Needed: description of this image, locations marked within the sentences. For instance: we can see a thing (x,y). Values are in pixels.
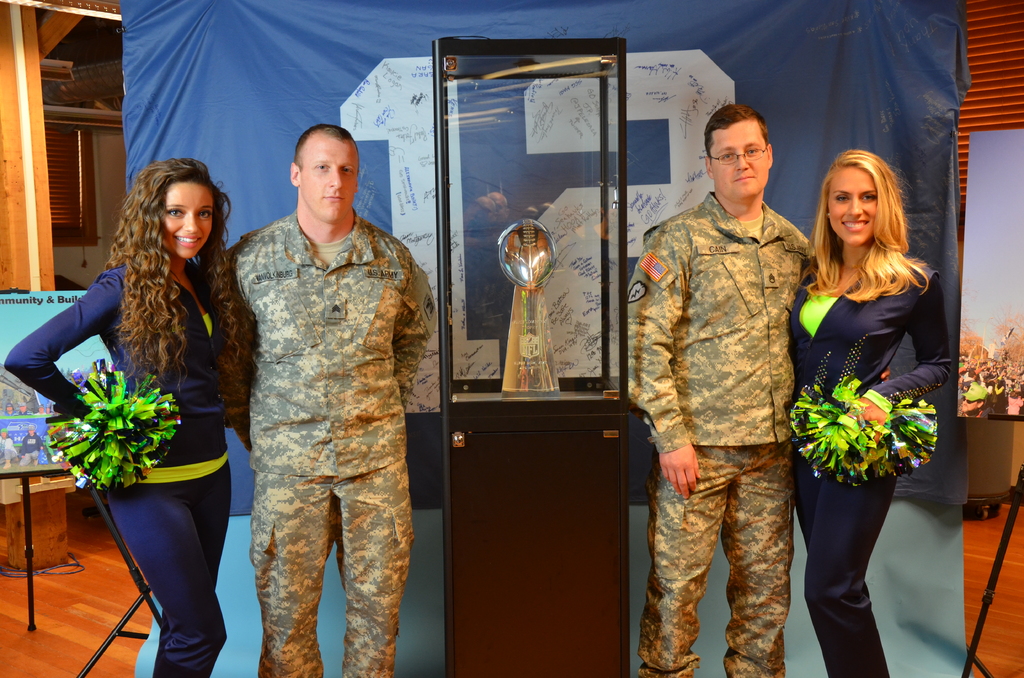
The picture is taken in a room (809,571). On the right (705,575) there is a man (710,299) and a woman (829,308) standing. On the left (235,306) there is a man (268,324) and a woman (190,408) standing. In the center (517,324) there is a trophy (530,278). Behind them there is a banner (854,57). In the background (36,97) it is wall (38,205). On the left (22,409) there is a hoarding (34,433), on the stand (20,474). On the right (1003,284) there is another hoarding (1003,273), on the stand (988,582).
